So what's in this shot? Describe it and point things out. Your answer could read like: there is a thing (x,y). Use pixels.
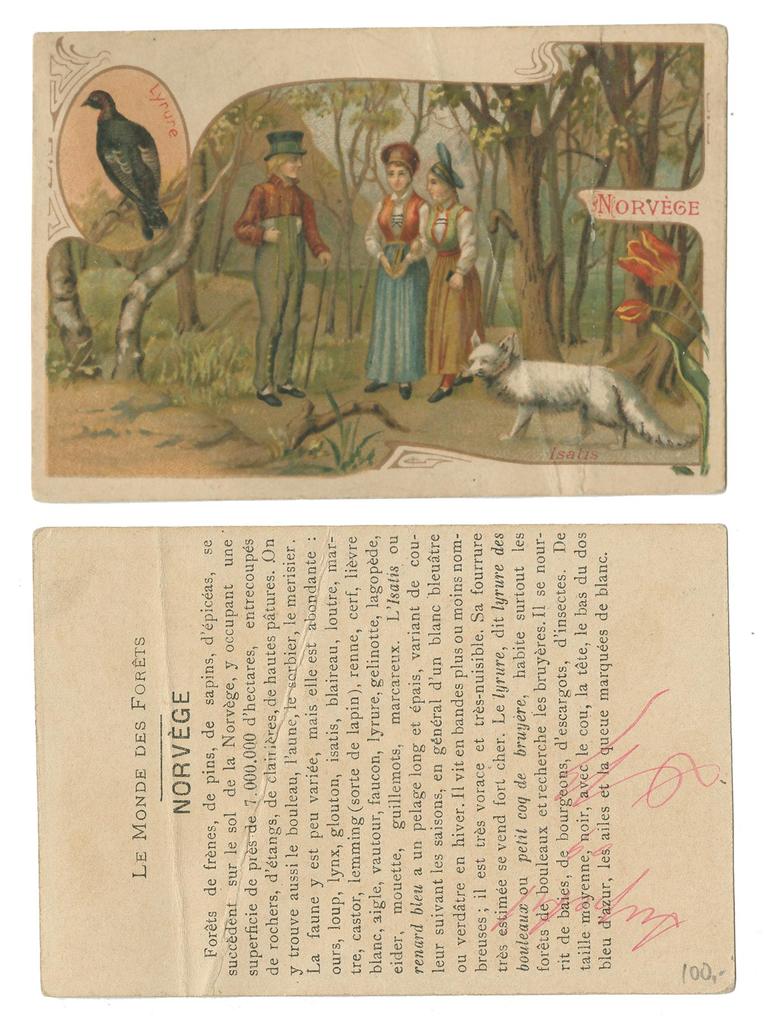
In this image there are two papers (246,41), where there are page numbers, photo (78,430), signatures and paragraphs (583,639) on the papers (302,628).
